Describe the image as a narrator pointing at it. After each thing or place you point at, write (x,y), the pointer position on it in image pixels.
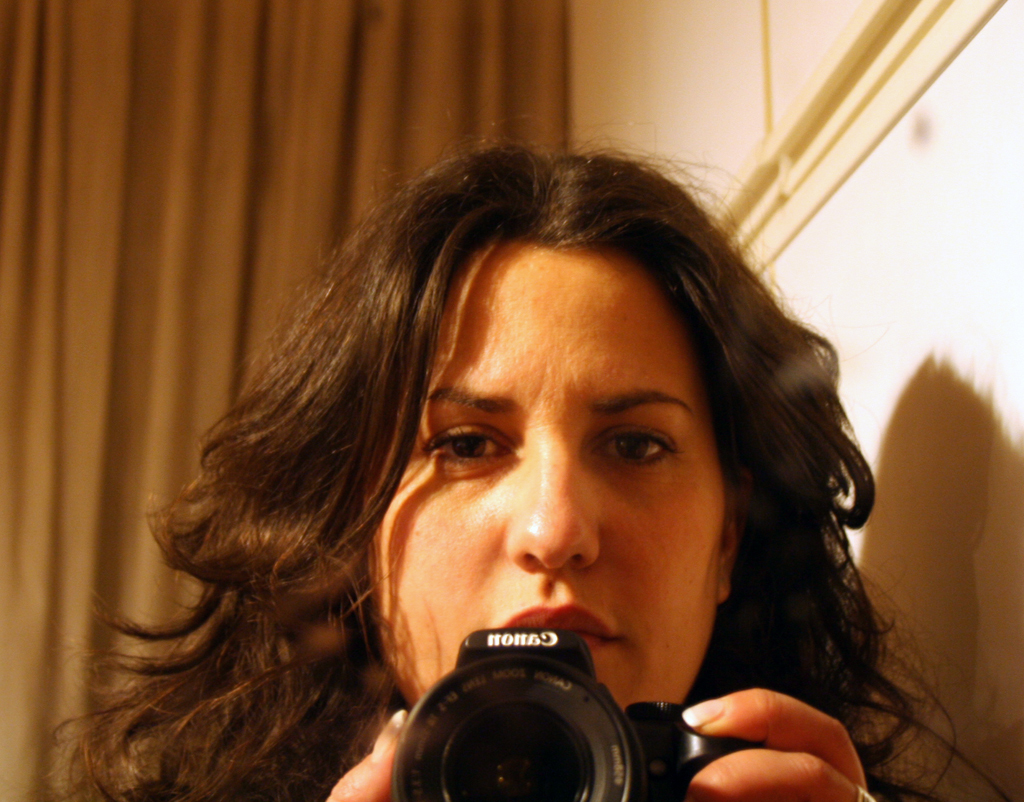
In this picture there is a lady (589,501) who is holding a camera (483,657) in her hand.
